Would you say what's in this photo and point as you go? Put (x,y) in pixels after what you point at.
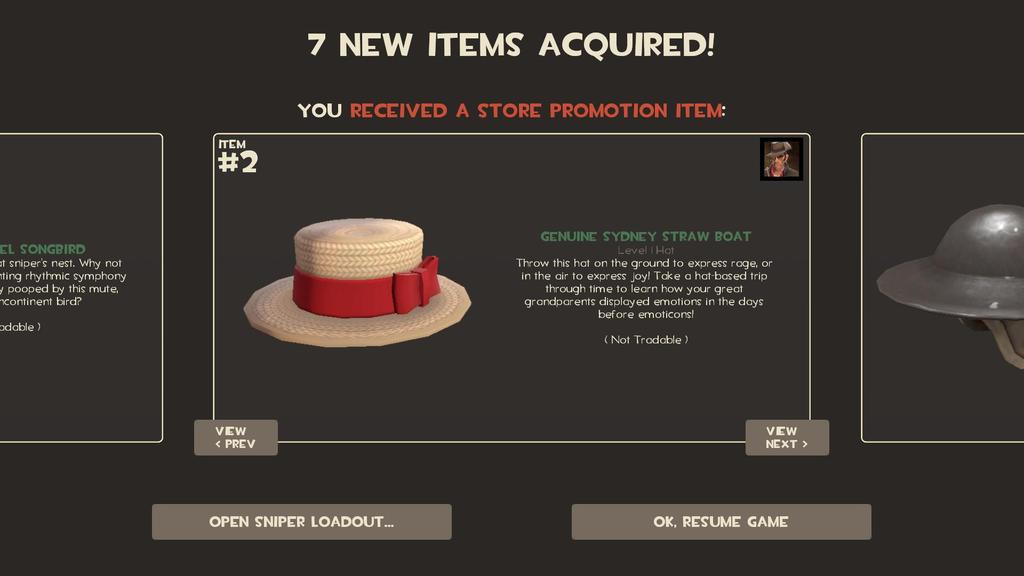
In this image I can see depiction of hats (397,313) and I can see something is written at few places. I can also see black colour in background (482,271).
